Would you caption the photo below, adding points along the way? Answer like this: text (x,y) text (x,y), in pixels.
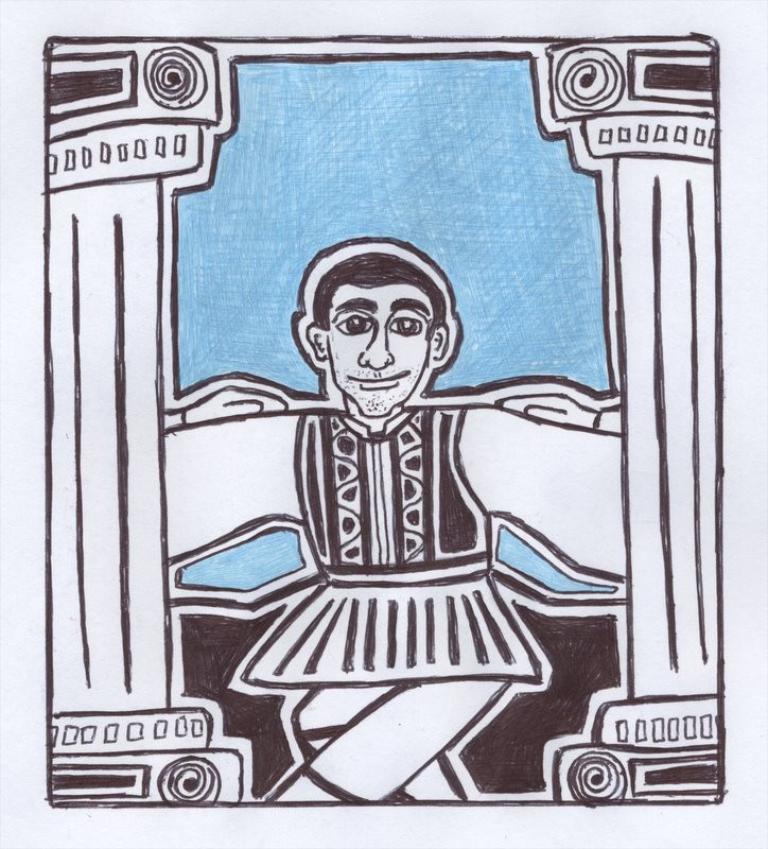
There is a poster (336,249) in the image, where we can see a person (406,446) and pillars (631,403).
